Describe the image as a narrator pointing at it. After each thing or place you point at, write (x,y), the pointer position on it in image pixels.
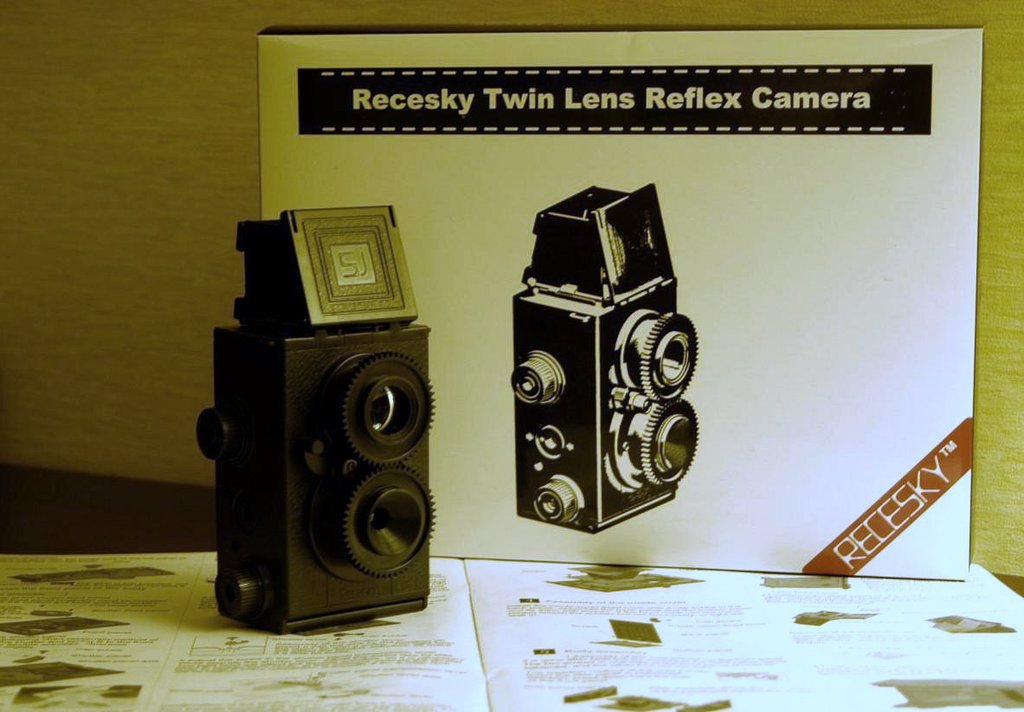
In this picture we can see a camera (362,441), at the bottom (521,643) there is a book (466,668), in the background (641,371) there is a board (414,126) and a wall (190,35), we can see some text (564,105) and picture (619,314) of a camera (589,321) on the board (567,314).
